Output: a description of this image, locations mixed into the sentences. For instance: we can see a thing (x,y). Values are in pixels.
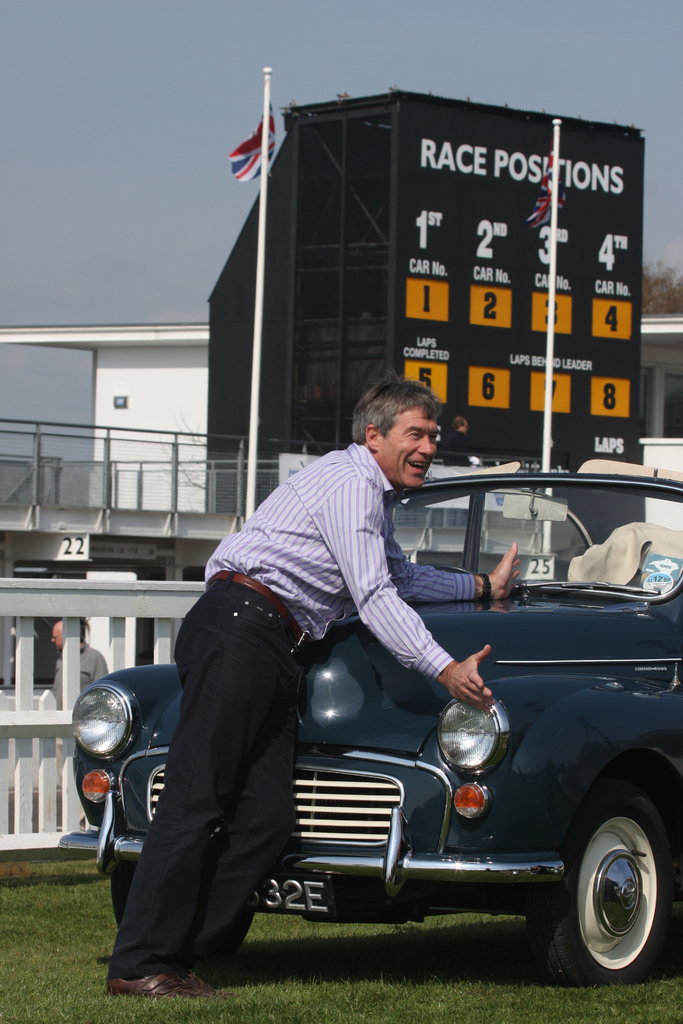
Here in this picture we can see a person (229,537) standing on the ground (221,968), which is fully covered with grass (211,968) and he is leaning over the car (440,701) present in front of him and we can see he is smiling and behind him we can see flag post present and we can also see score board (399,271) present over there and we can see fencing (228,455) present and we can see the sky (254,32) is cloudy.
